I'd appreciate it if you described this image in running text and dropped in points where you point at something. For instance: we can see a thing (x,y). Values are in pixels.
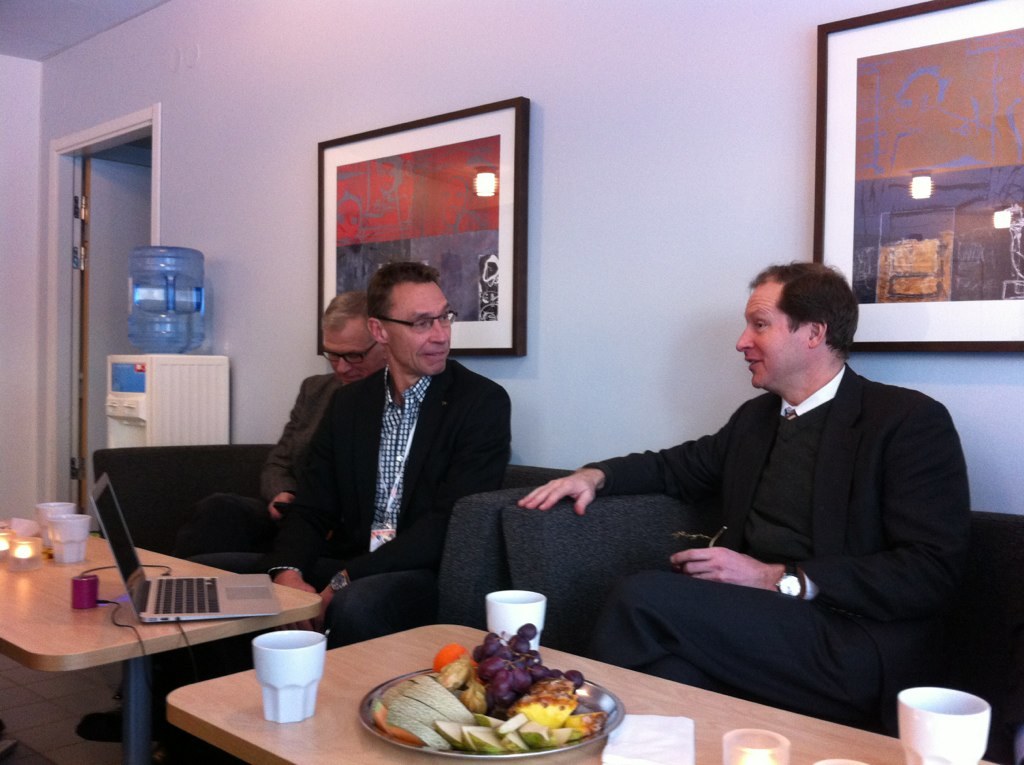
In this picture three guys (355,359) are sitting on a sofa (467,558) and there is a brown table (237,703) in front of them on top of which food items (423,688), glasses (291,690), laptop (140,596) are placed. In the background (175,317) we observe water filter (185,334), photo frames (463,272) and a door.
